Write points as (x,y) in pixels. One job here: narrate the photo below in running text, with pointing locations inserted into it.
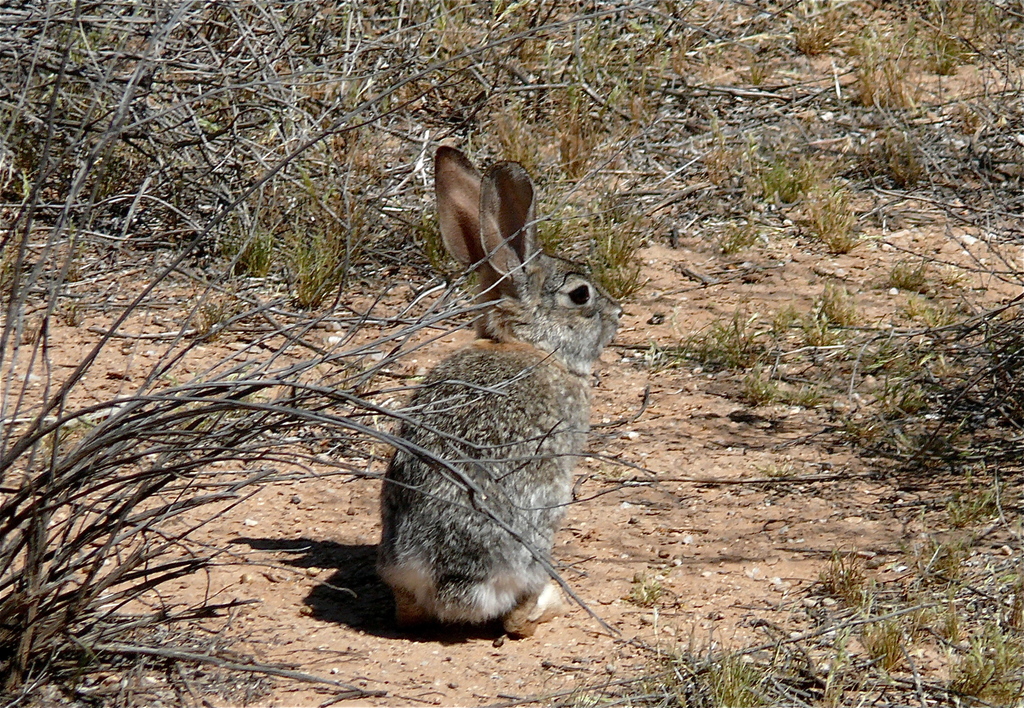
In the image there is a rabbit (482,430) sitting on the ground (292,545), around the rabbit (545,288) there are some dry plants (39,338) and a grass (791,190) and few dry leaves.
